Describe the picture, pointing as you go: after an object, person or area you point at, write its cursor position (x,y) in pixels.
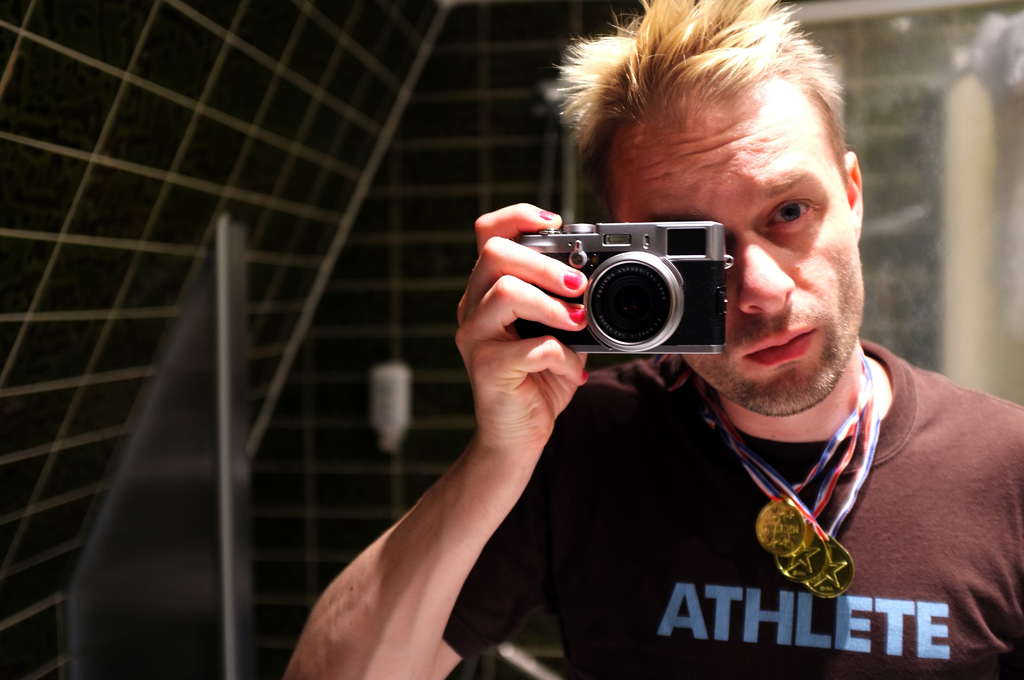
In this image I see a man (824,313) who is holding a camera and there are medals (819,464) in his neck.
